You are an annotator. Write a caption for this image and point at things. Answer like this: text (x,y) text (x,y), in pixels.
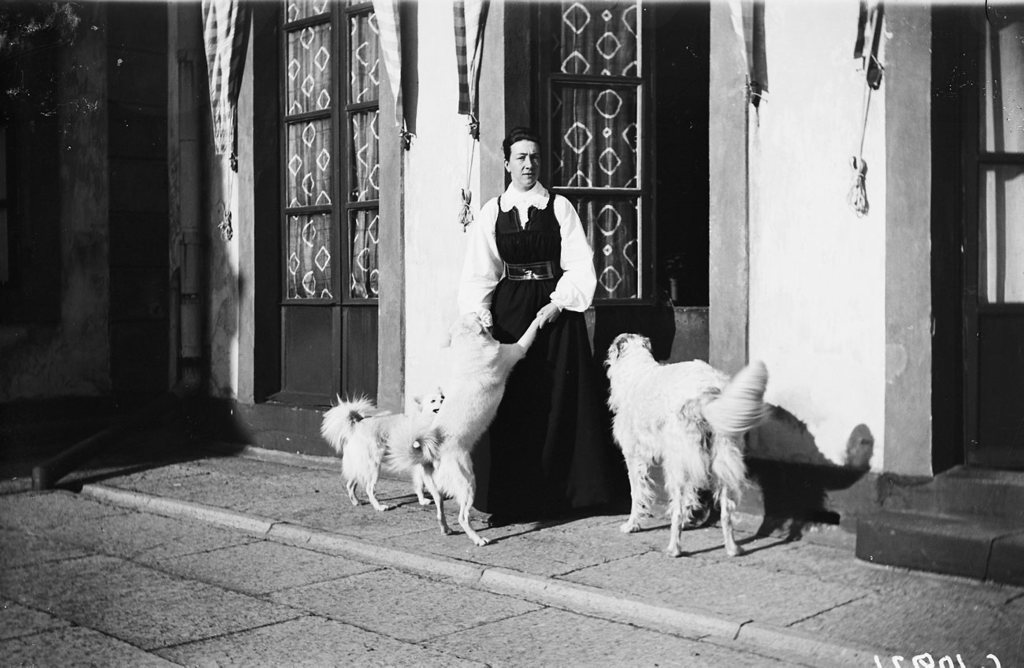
The woman (521,240) wearing black and white dress (541,251) is holding the first two legs (527,329) of the dog (501,368) and there are two dogs (380,437) looking at her and in background (607,208) there is a door (594,208) closed.
